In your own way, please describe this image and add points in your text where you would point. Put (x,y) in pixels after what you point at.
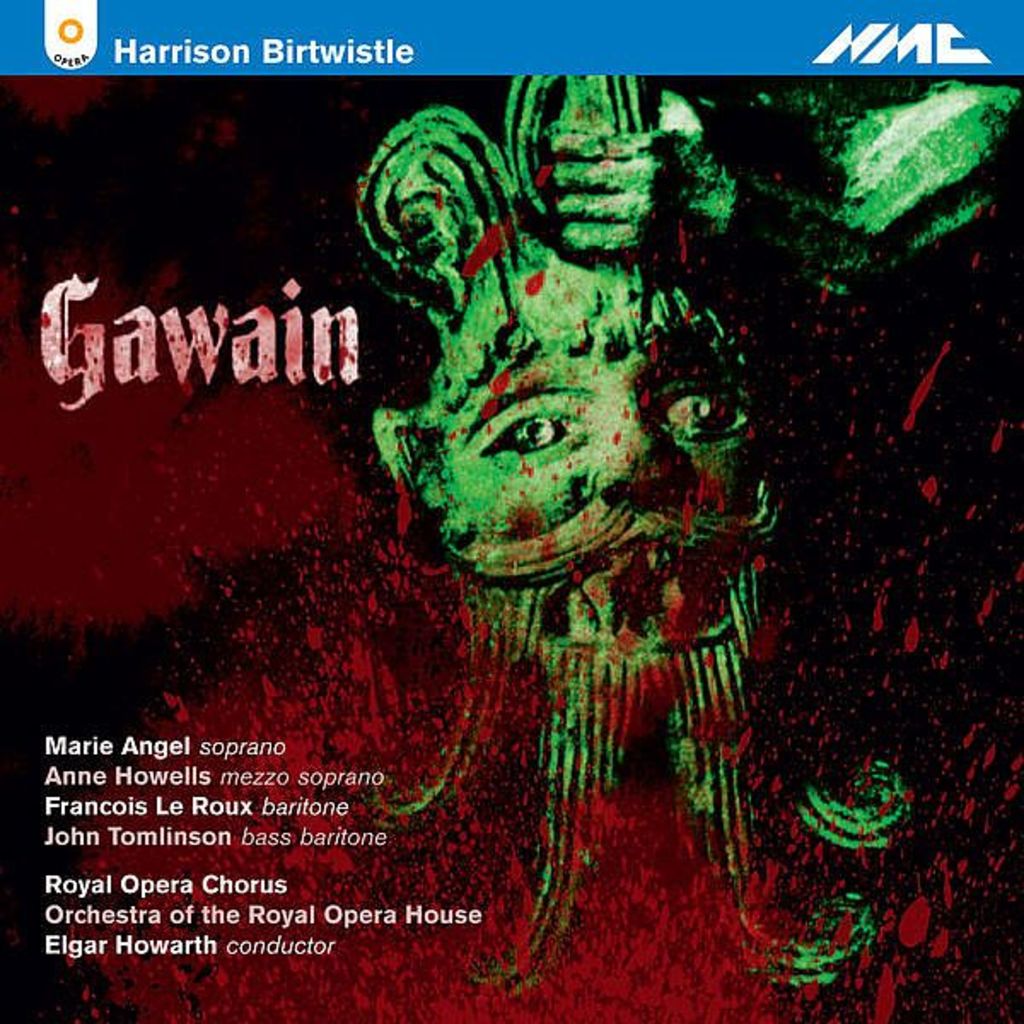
In this image we can see a poster (723,257) on which a text (265,831) was written on the bottom left side (185,931). A statue (710,718), painting (692,680) is there which is green in color.
